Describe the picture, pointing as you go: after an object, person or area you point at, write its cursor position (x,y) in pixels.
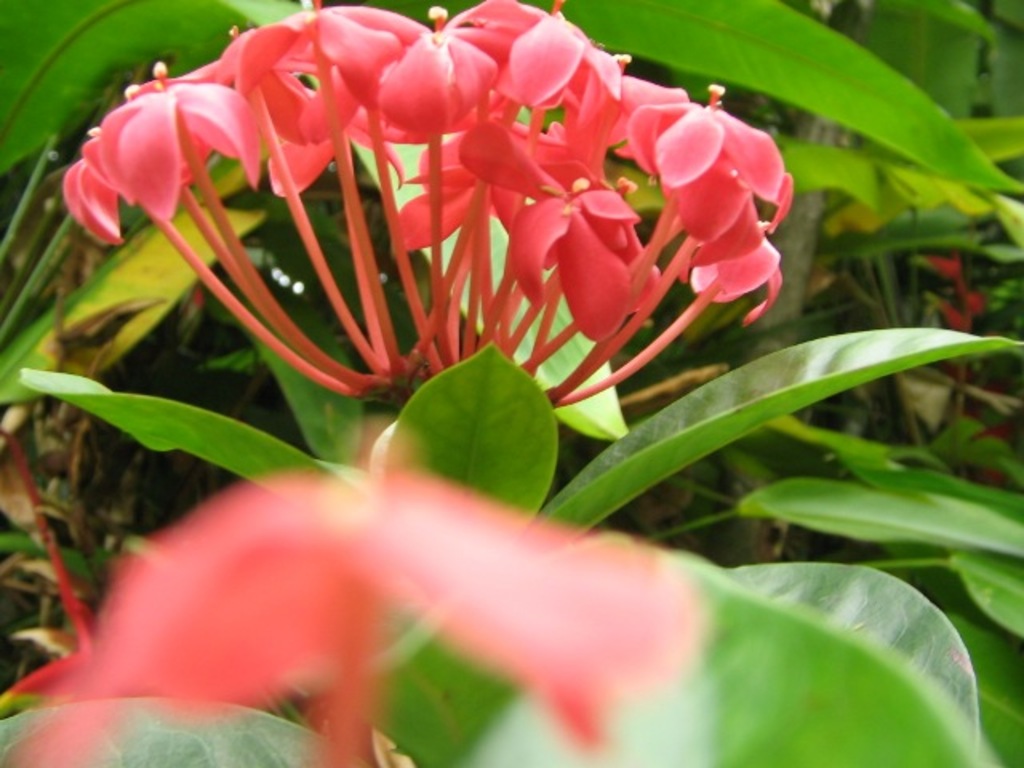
In this picture we can see the flowers (358,263), green leaves (988,43), plants (415,322) and some other objects (15,608).
